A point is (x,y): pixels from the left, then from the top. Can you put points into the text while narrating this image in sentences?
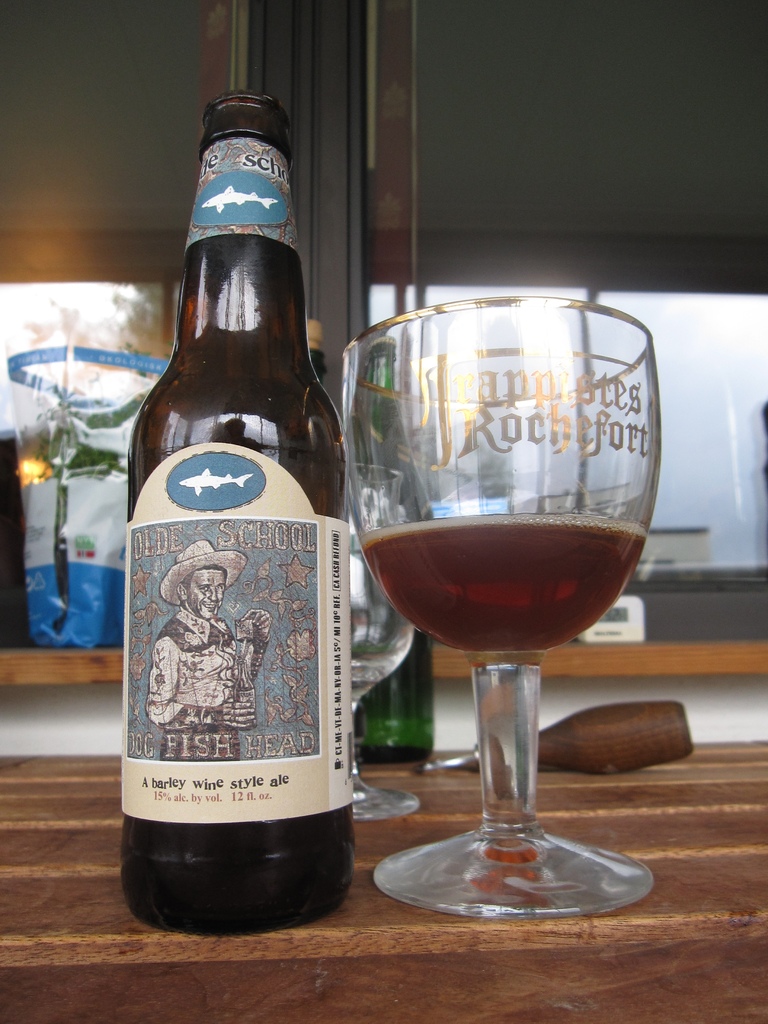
In this picture we can see a bottle (331,545) and a glass (508,684) on the table (703,944). On the bottle (308,513) there is a picture (296,553) of man (215,652) and he wear a cap (206,548).
